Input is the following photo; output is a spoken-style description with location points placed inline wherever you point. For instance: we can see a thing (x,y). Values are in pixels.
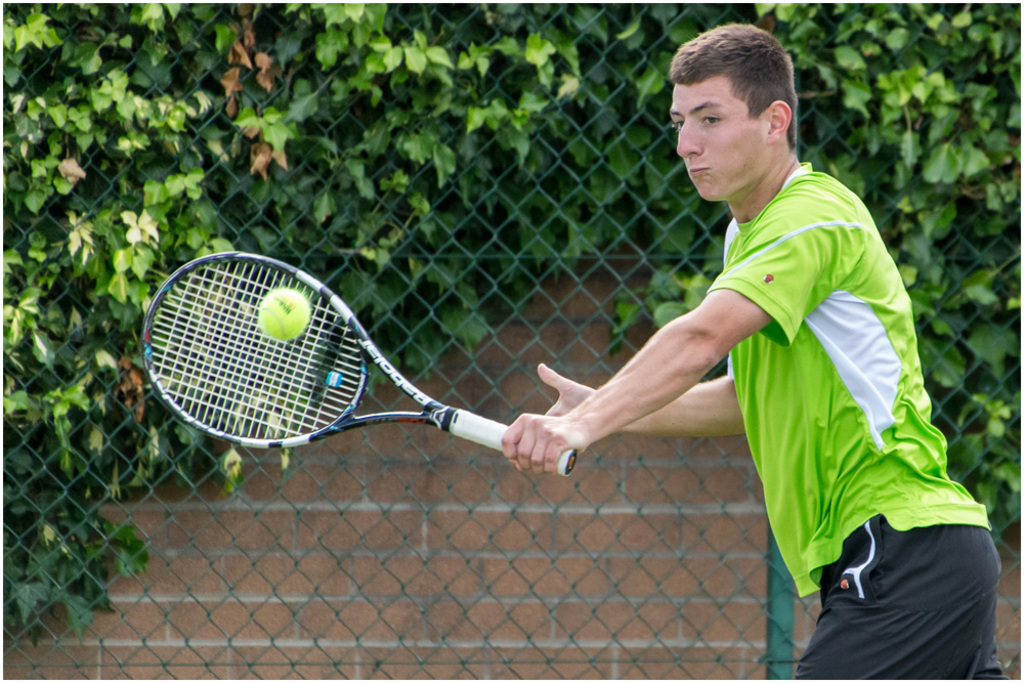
this picture shows a man (785,96) playing tennis with a bat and we see few plants (44,120) back of him and a metal fence (490,380).
